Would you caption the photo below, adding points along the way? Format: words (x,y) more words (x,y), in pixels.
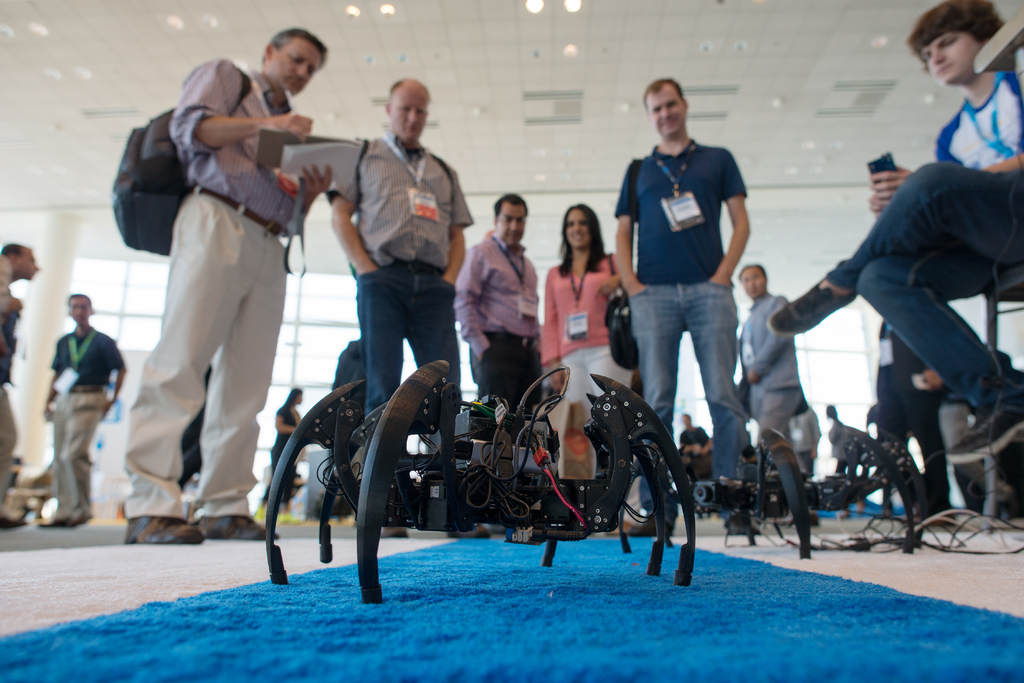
This picture is taken inside the room (418,540). In this image, in the middle (460,420), we can see a robot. In the background (57,378), we can see a group of people (575,311). At the top (590,24), we can see a roof (594,21) with few lights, at the bottom (465,631), we can see a mat (637,663).
